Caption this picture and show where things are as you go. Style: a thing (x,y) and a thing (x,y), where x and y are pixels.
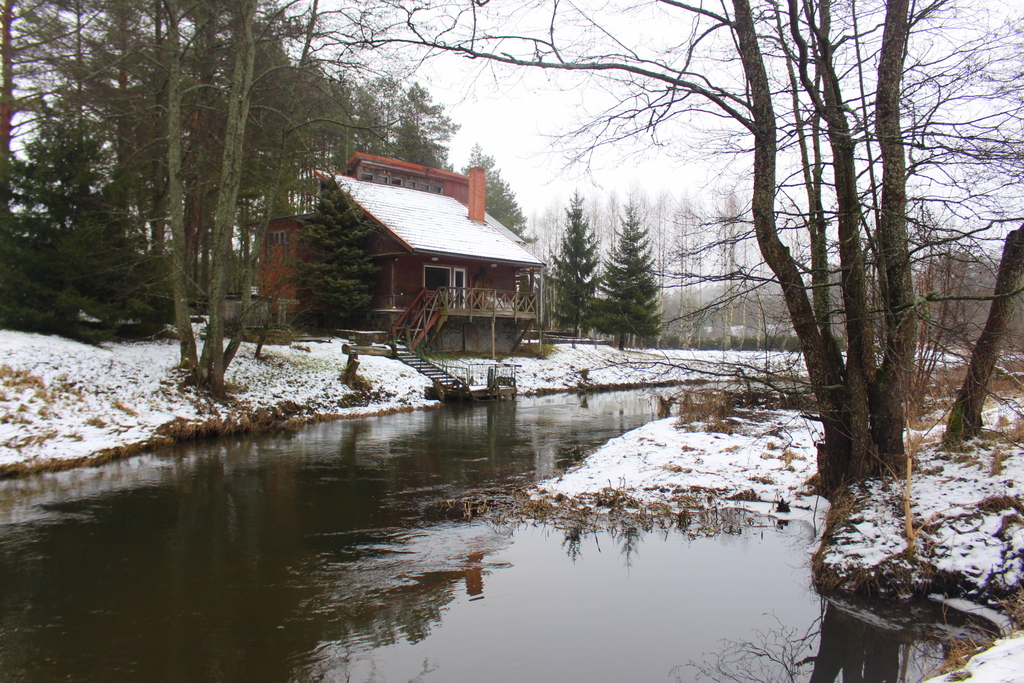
In this picture we can see a house (488,273) here, at the bottom (483,613) there is water (455,628), we can see snow (121,395) here, in the background (142,226) there are some trees (730,296), we can see the sky (530,113) at the top of the picture (554,85).
